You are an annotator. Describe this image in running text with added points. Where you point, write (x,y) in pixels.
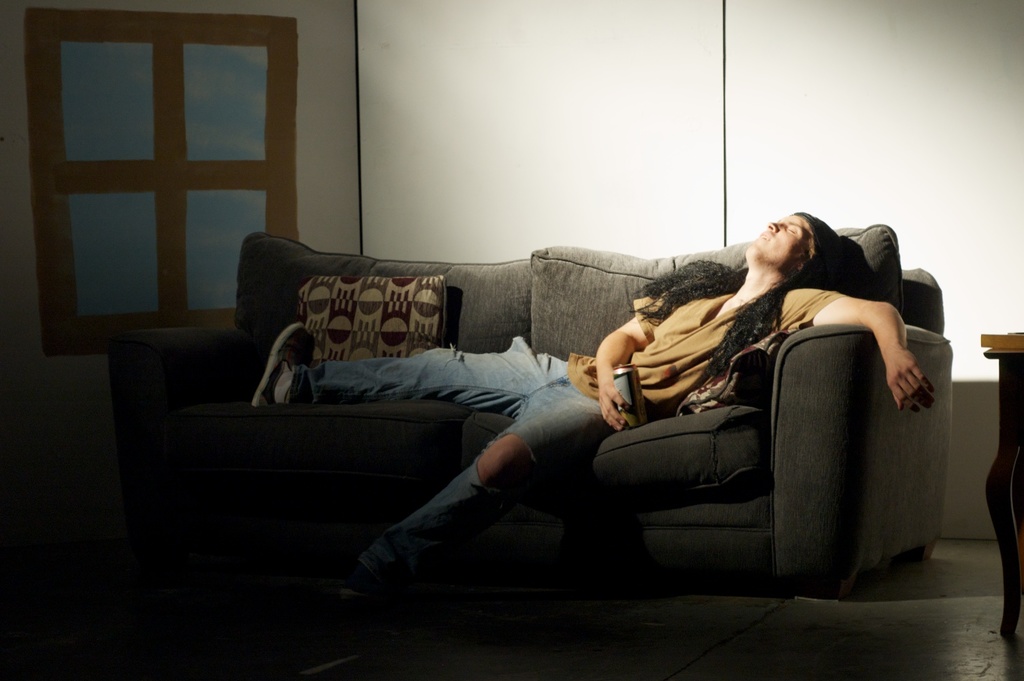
This is a picture of a man (524,383) lying on the sofa (869,367) on the sofa (538,344) there is a pillow (360,319) and the background of the sofa (525,269) is white wall (507,116).
